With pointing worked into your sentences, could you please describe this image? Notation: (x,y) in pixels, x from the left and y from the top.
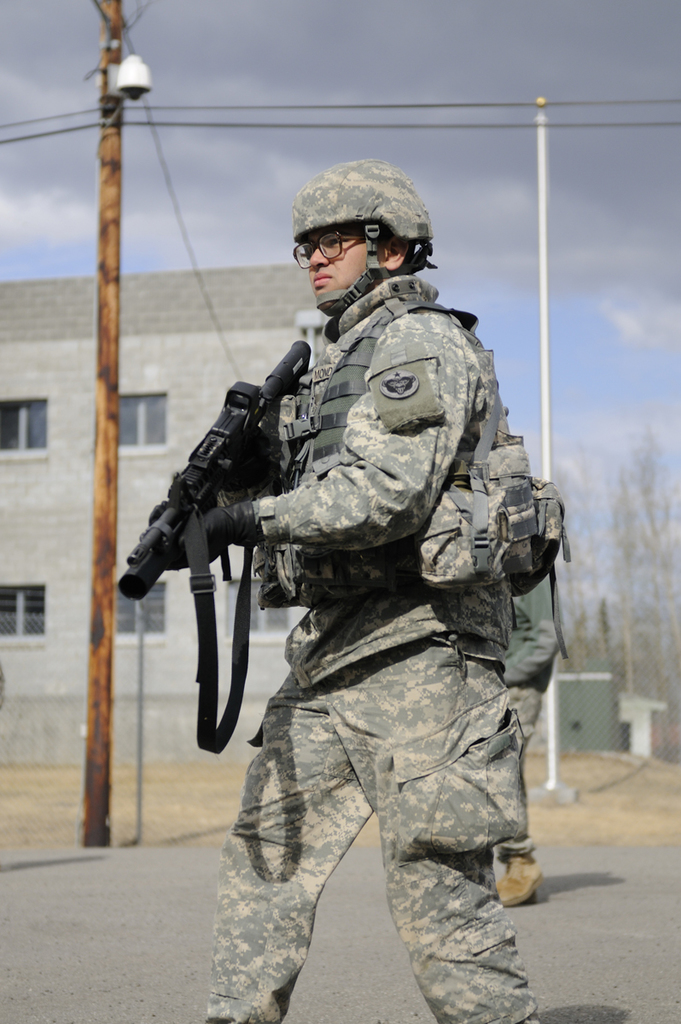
In this image there is an army personnel (343,642) walking by holding a gun (221,485) in his hand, behind him there is an electric pole (110,156) with cables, behind the pole (114,146) there is a building (66,339).
